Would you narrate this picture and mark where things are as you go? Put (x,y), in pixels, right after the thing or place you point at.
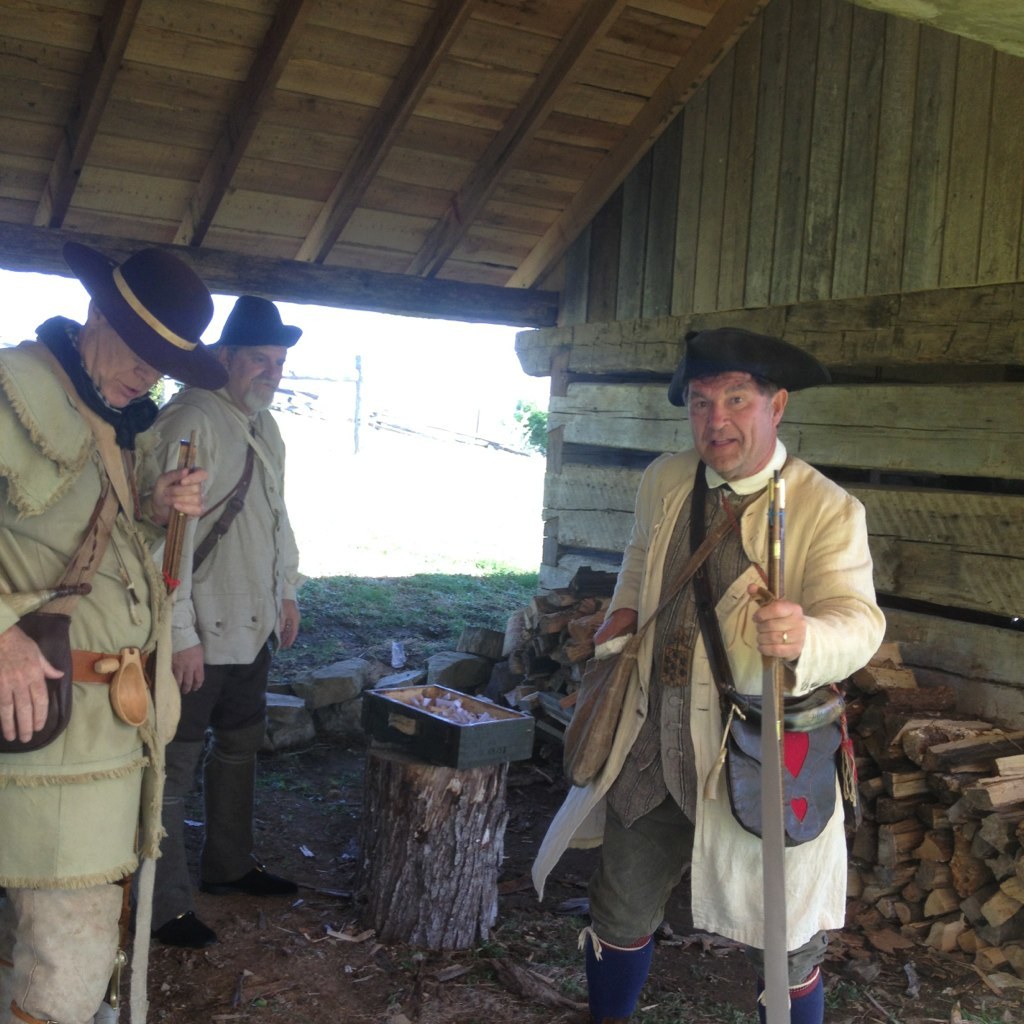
In this picture we can see three men (211,853) wore caps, carrying bags (68,680), standing on the ground (356,959), two men (61,611) are holding sticks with their hands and at the back of them we can see wooden logs (995,808), stones (380,681), box (480,757), shed (575,347), grass (473,573) and some objects (459,716).
